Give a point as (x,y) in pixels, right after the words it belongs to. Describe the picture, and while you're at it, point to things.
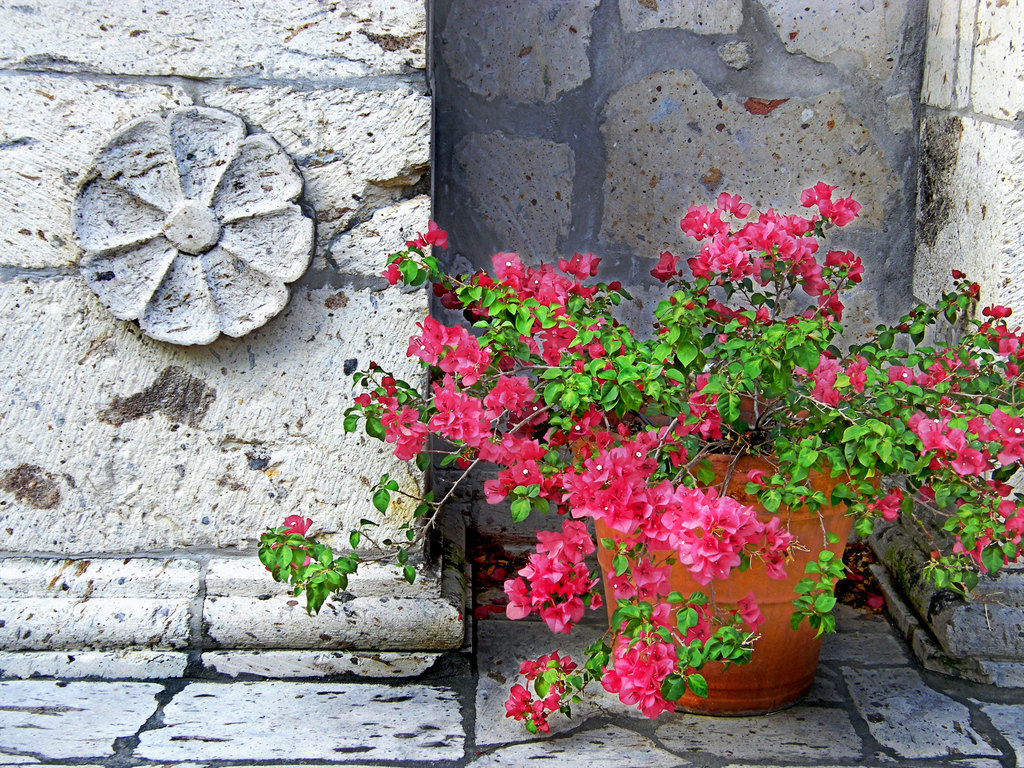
In this image we can see pink color flowers (569,559) of the plant (591,550) and flower pot (791,611). Here we can see flower design (224,320) to the stone wall (1019,151) in the background (922,273).
